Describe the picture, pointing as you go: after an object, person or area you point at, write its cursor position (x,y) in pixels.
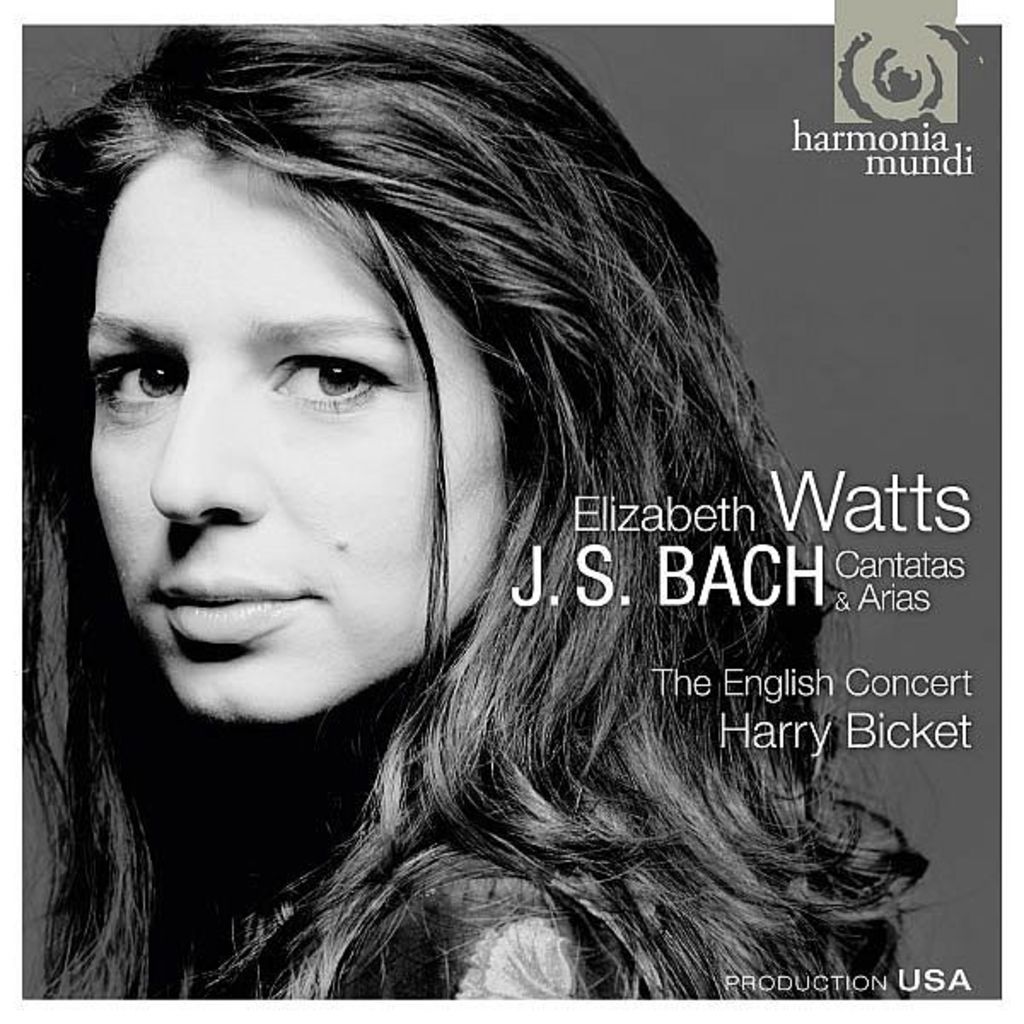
This is a black and white image. On the left side (278,646), I can see a woman (302,565) is looking at the picture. On the right side (863,674), I can see some text (936,982).
